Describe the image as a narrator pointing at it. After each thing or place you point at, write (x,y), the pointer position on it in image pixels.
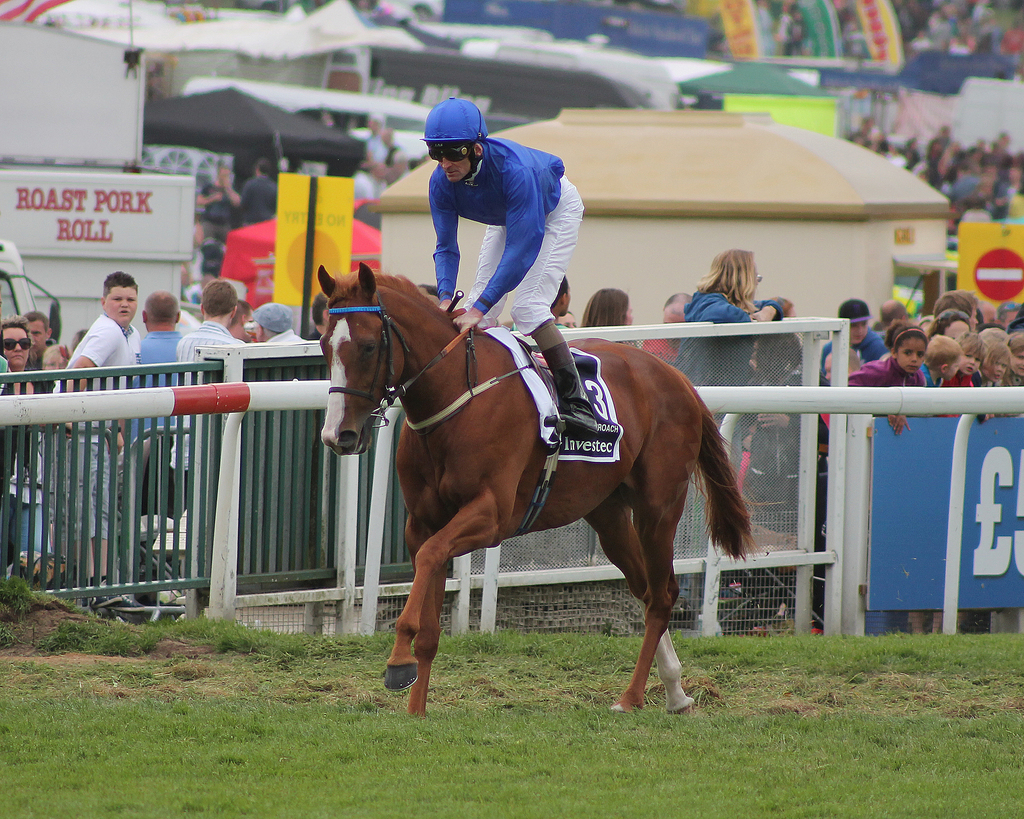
In this image In the middle (503,410) there is a horse (517,417) on that there is a man (488,185) he wear blue shirt (523,194), trouser (538,256) and helmet (457,135). In the background (100,322) there are many people (892,346), fence (209,487), tents (297,70) and grass (876,656).
